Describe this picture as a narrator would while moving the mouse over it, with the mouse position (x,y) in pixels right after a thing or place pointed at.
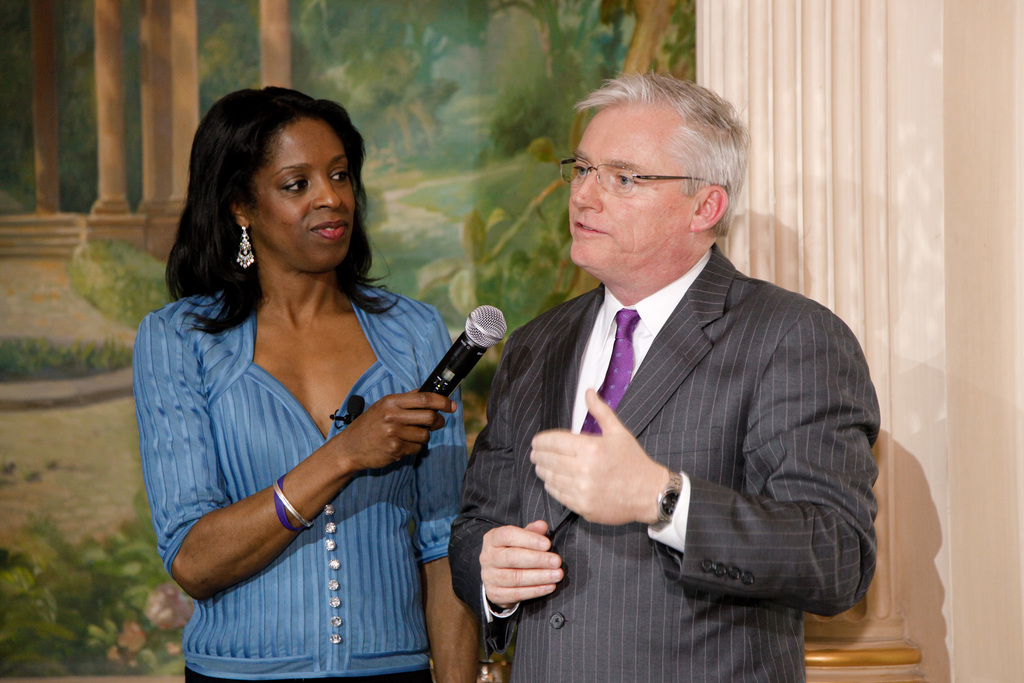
In this image in the middle (612,359) there is a man (609,420) he wears suit (697,568), tie (615,363), shirt (647,345) and watch (672,510) he is speaking. On the left (298,420) there is a woman (338,464) she wear blue dress (257,429) her hair (360,236) is long she is holding a mic (447,395). In the background (541,42) there is a pillar (782,132), poster (552,96) and wall (961,400).
